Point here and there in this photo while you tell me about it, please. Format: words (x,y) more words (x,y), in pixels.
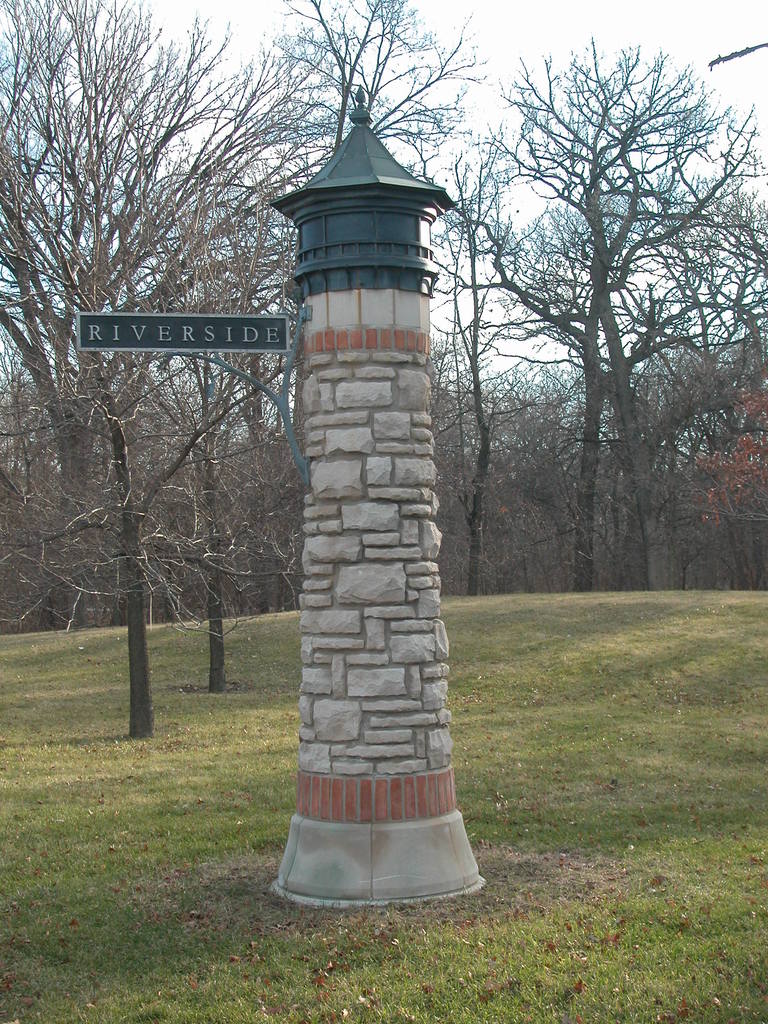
In the picture we can see a grass surface (763,820) on it, we can see a brick pillar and on the top of it, we can see a small hut kind of structure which is green in color and a board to it as riverside and in the background (640,382) we can see trees (152,468) which are dried and a sky (405,124).
